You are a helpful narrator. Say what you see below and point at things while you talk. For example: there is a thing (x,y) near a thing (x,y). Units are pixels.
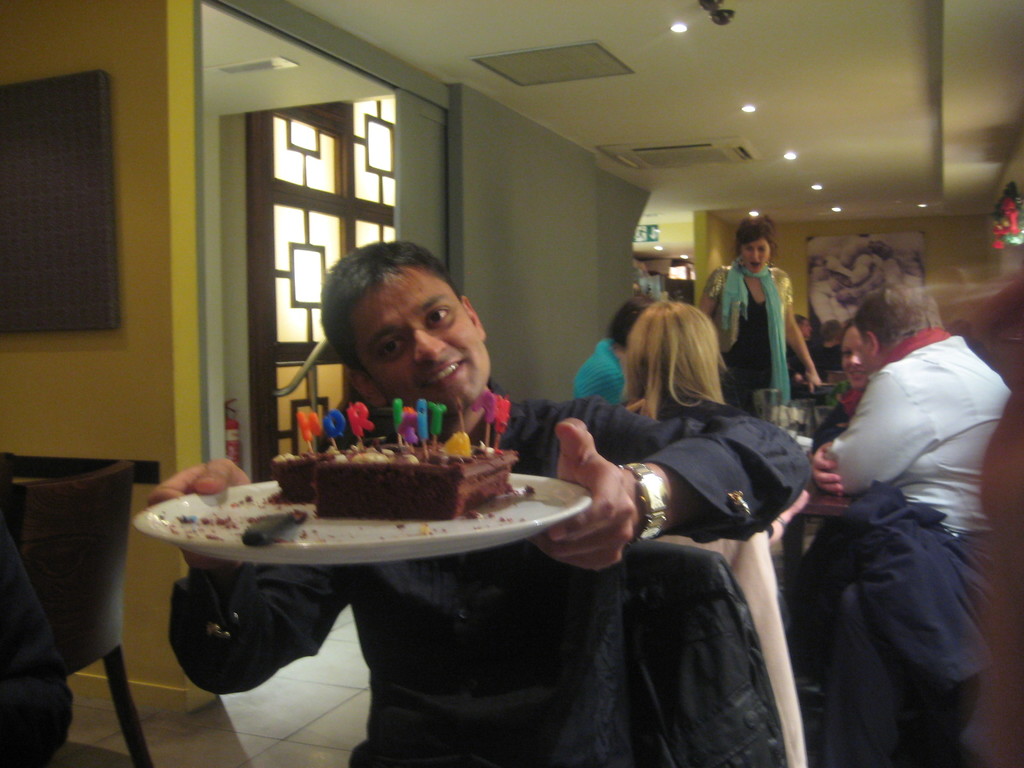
In this image we can see few people (783,526). A person (655,454) is holding an object (539,529) in the image. There is a cake (429,480) in the plate (512,508). There is some text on the board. We can see a person (0,557) sitting on the chair (102,531) at the left side of the image (20,644). There are few lights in the image.
